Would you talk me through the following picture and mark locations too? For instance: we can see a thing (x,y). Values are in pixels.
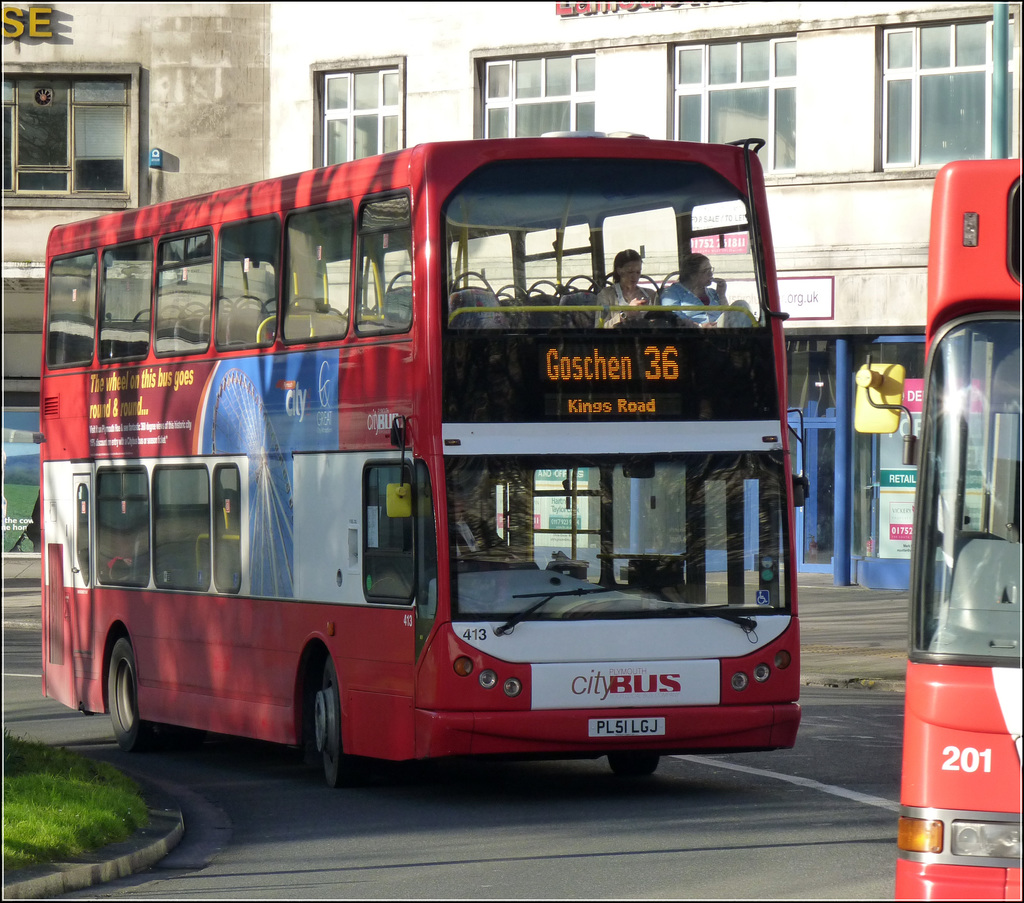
In this image we can see two buses (694,630) on the road (521,780) and there are two people (642,316) sitting inside the bus (585,422), beside the bus (704,169) there is grass (12,818) and building (852,219) in the background (189,51).
